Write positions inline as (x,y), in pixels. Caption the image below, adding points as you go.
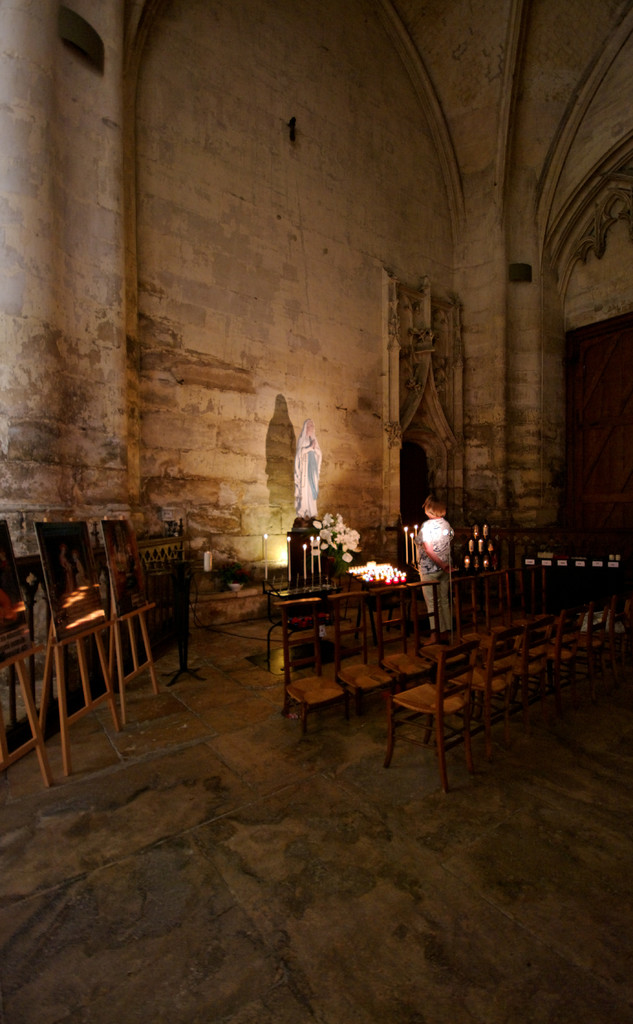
in a building (402,735) there are chairs (429,664). a person (422,527) is standing. in front of him there candles (318,553), flowers (346,560) and a statue (319,458). at the left (52,579) there are photo frames (67,589). behind them there is a huge wall (349,209).
